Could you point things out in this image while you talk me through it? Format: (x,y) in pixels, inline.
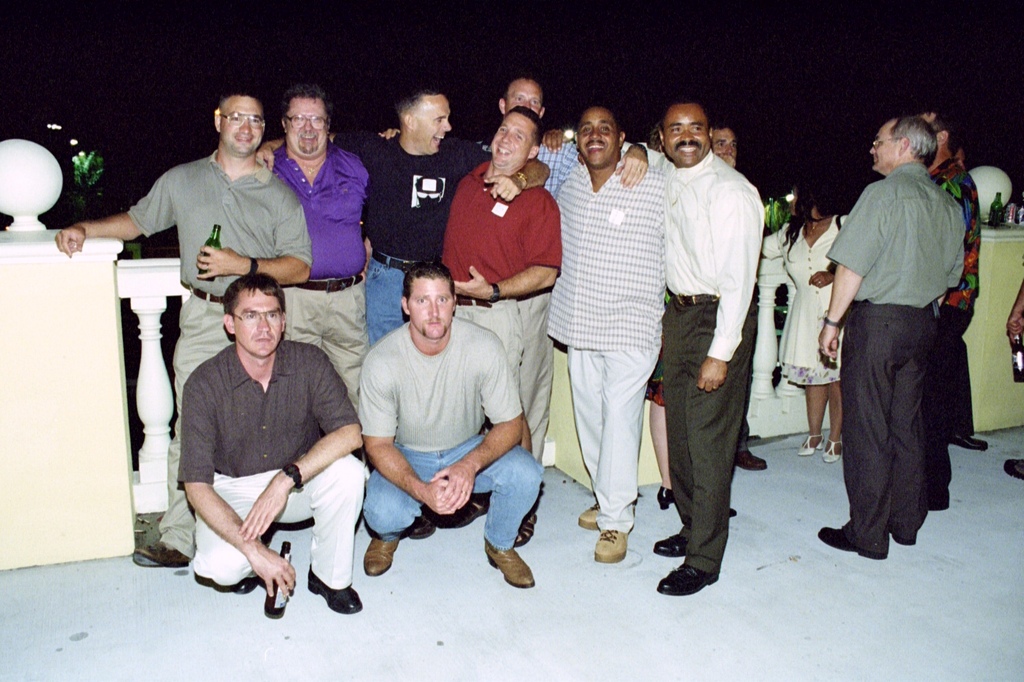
In this picture I can observe some men (605,231) standing on the floor (157,592) in the middle of the picture (574,346). Some of them are holding bottles (1015,359) in their hands (227,270). The background (494,62) is completely dark.
